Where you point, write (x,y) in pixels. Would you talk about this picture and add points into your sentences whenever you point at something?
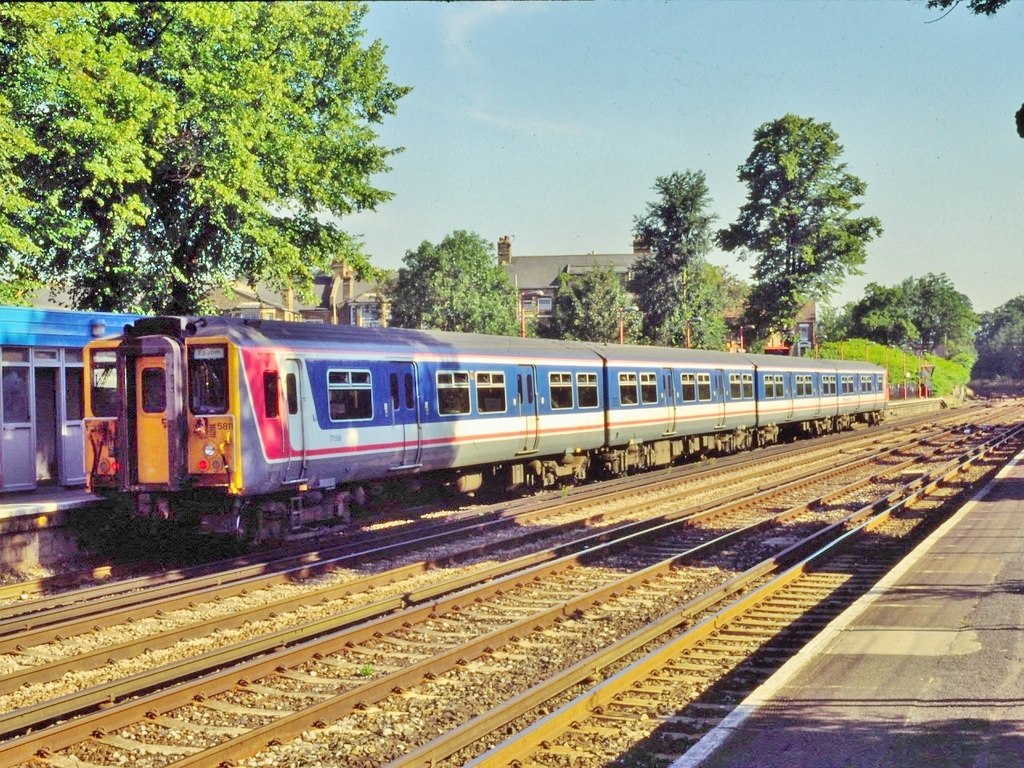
In this image I can see few railway tracks (399,620) and on it I can see blue colour train (285,471). I can also see shadows (874,767), number of trees (435,301), buildings (548,291) and the sky (578,181).
